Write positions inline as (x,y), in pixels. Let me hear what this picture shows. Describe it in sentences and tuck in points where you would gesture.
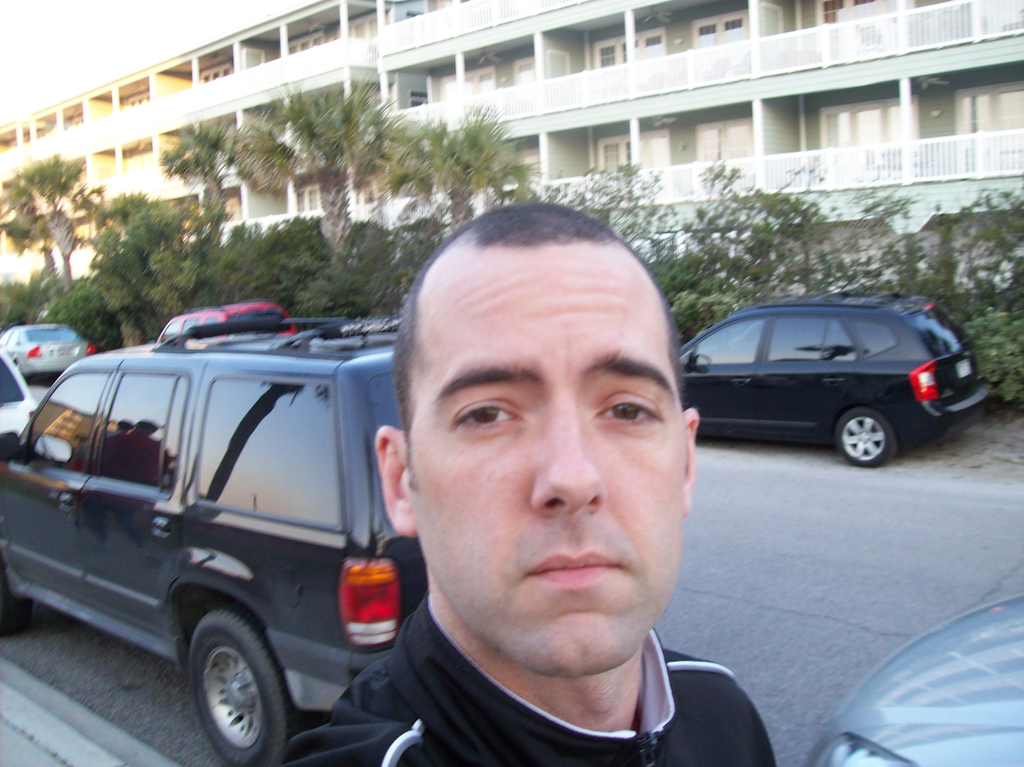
In this picture there is a man (609,655) standing in the front (552,731) and looking at the camera. Behind there is a car (219,397) and some trees (165,271). In the background (145,174) there is a building (653,68) with balcony grills (892,43).
